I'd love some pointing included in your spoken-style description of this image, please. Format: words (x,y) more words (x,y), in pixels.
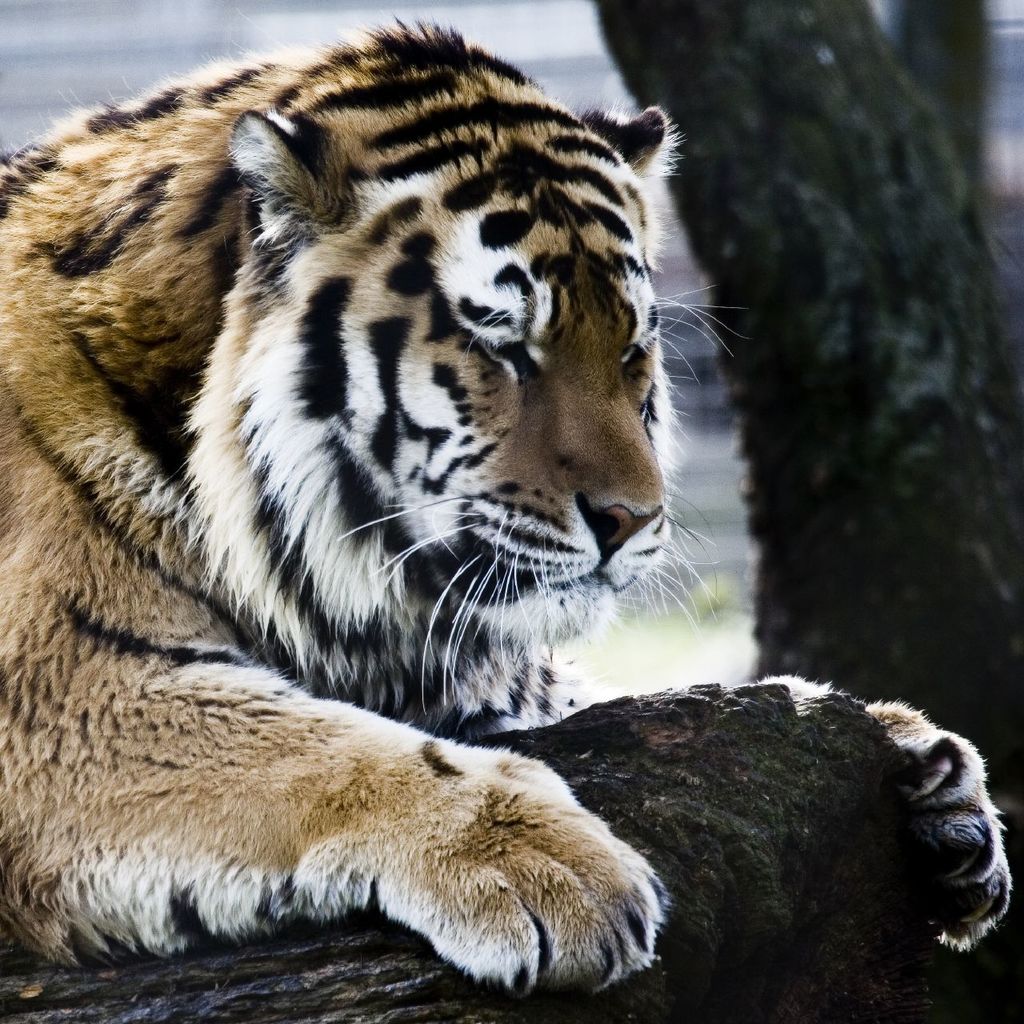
In the image we can see a tiger (178,458) and wooden log (782,785), and the background (747,568) is blurred.
